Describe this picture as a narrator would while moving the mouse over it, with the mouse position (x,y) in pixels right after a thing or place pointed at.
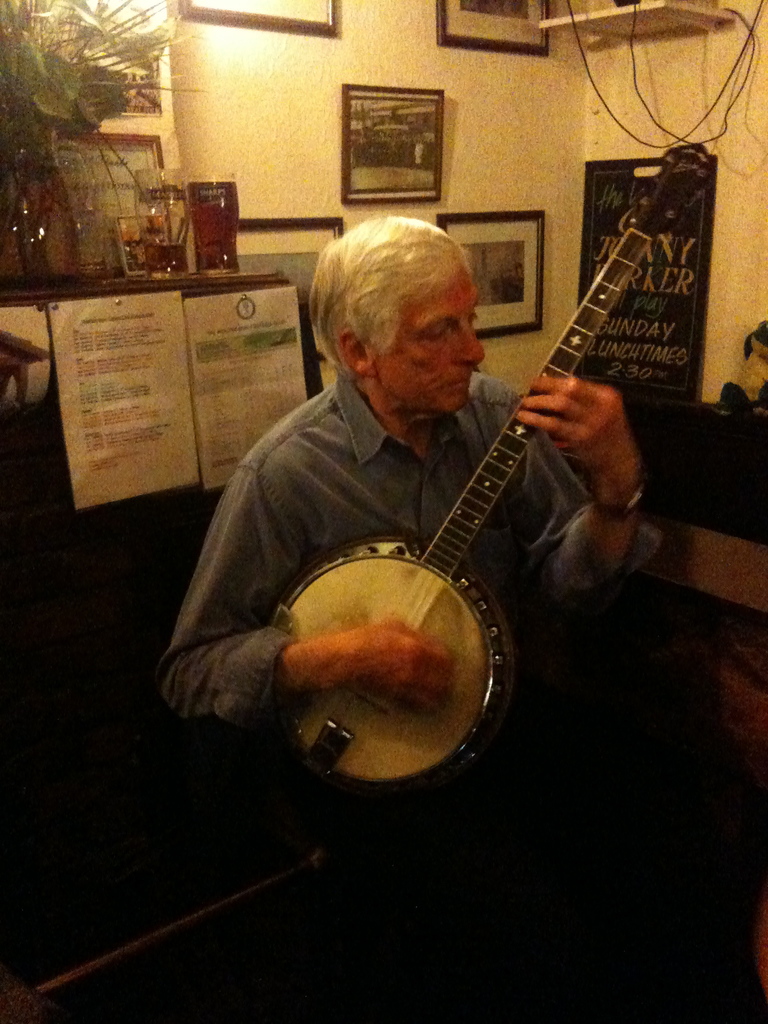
In this picture there is a old man (197,611), playing a musical instrument (620,249). Behind him there are two papers (154,350) stick on the board (192,295), there is also a photo frame (413,97) placed on the wall (647,152).
